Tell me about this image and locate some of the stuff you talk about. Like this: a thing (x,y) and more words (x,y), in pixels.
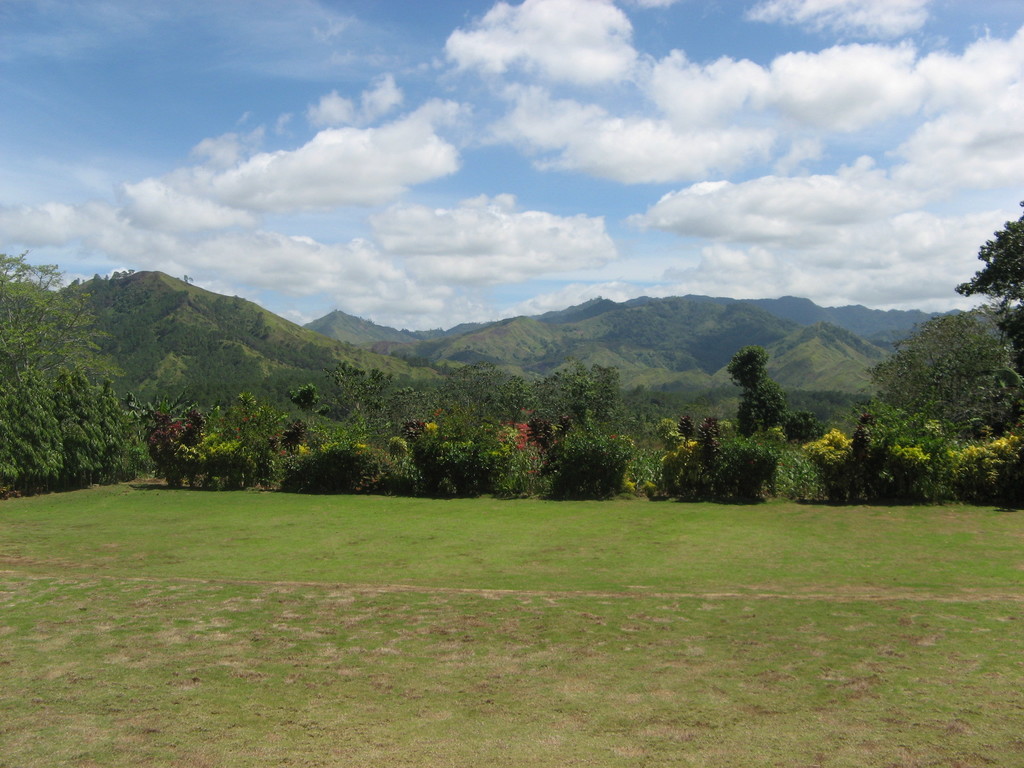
In this image there are grass (394,508), trees (118,455), plants (584,436), mountains (519,352) and the sky (476,141).
